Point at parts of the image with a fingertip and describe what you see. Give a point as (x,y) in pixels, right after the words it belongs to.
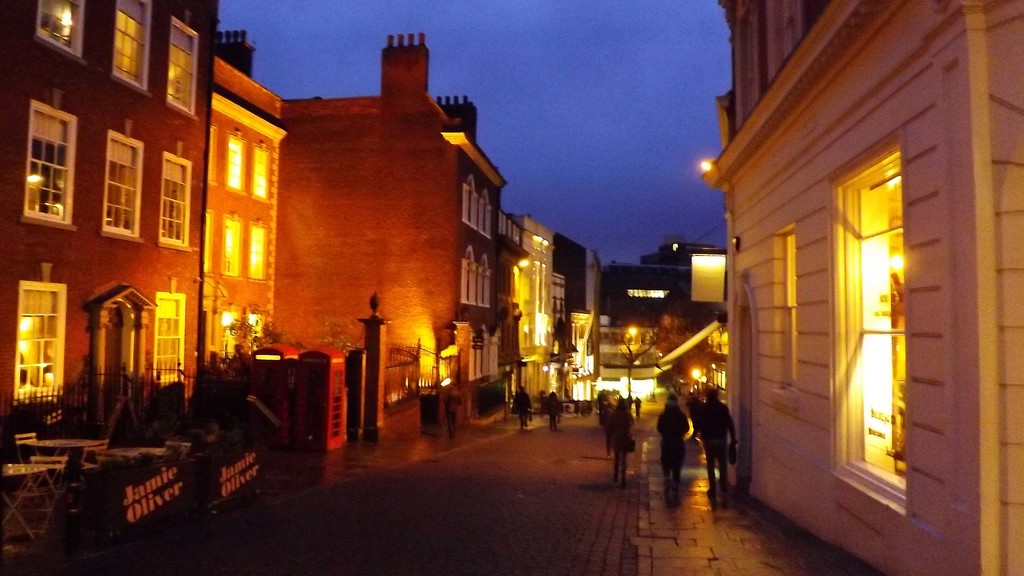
These are the buildings (329,266) with the windows (483,280) and lights (611,388). I can see groups of people (549,411) walking. This is a road (220,553). On the left side of the image (25,471), I can see the tables (58,440) and the chairs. I think these are the telephone booths (307,389). Here is the sky (599,105). This looks like a gate (412,363).
